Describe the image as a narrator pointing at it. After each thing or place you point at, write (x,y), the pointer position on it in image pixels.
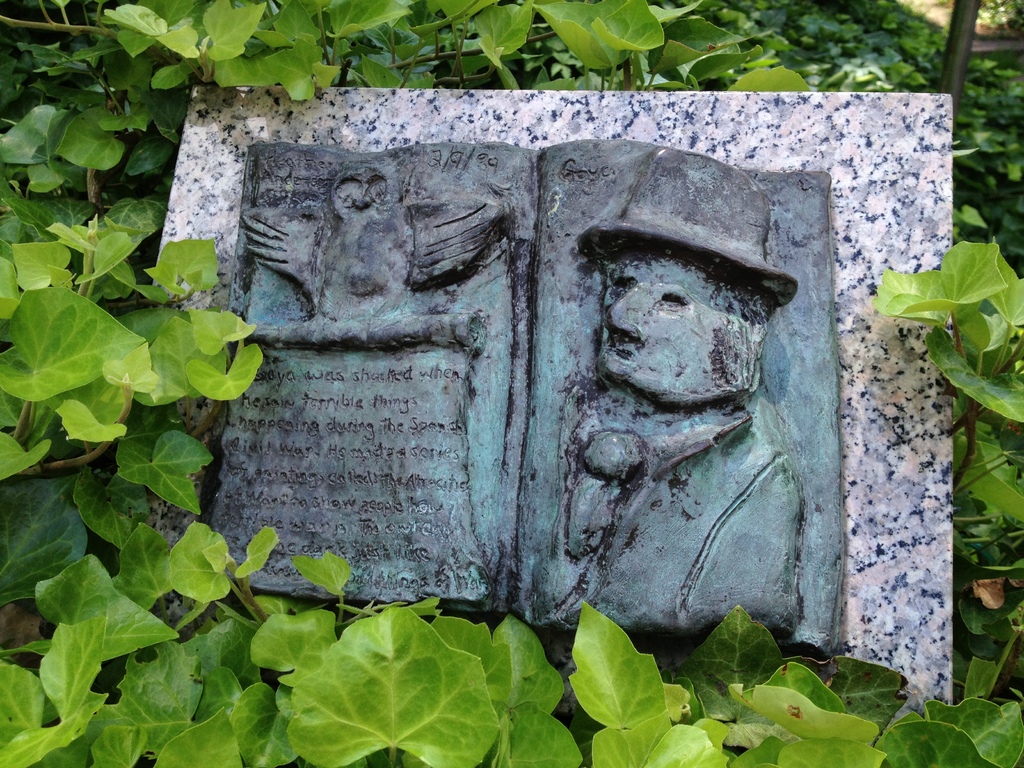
There is an engraving (416,227) on the tile (916,441). Which is on the plants (184,546). Which are having green color leaves (477,23). In the background (865,11), there are plants (917,31) and a pole (967,52).
